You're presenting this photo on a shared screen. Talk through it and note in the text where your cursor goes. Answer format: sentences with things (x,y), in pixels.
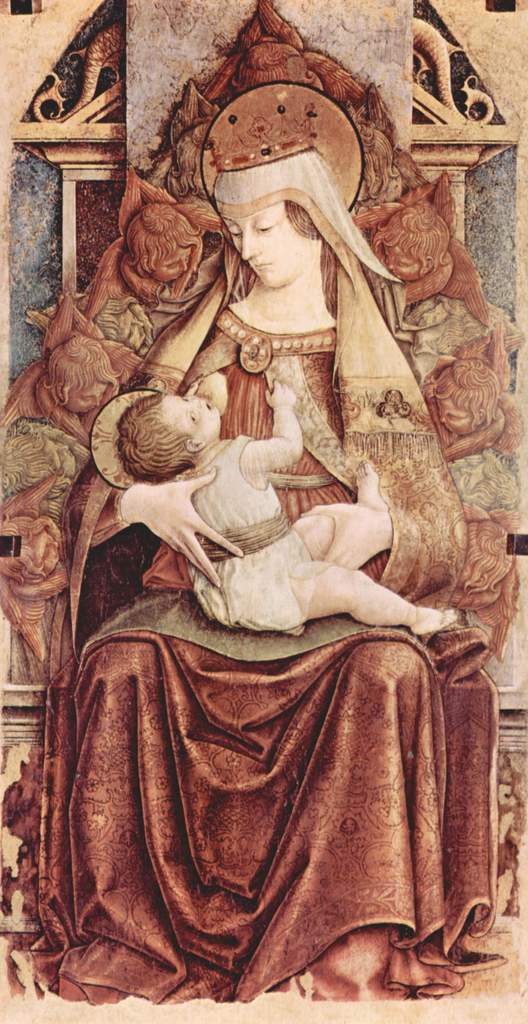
In this image there is a painting (201,243) of a woman (221,327) sitting on the chair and holding a baby (183,472) in her hands (170,496). In the background (97,81) there is a wall (468,171) with carvings (129,247).
